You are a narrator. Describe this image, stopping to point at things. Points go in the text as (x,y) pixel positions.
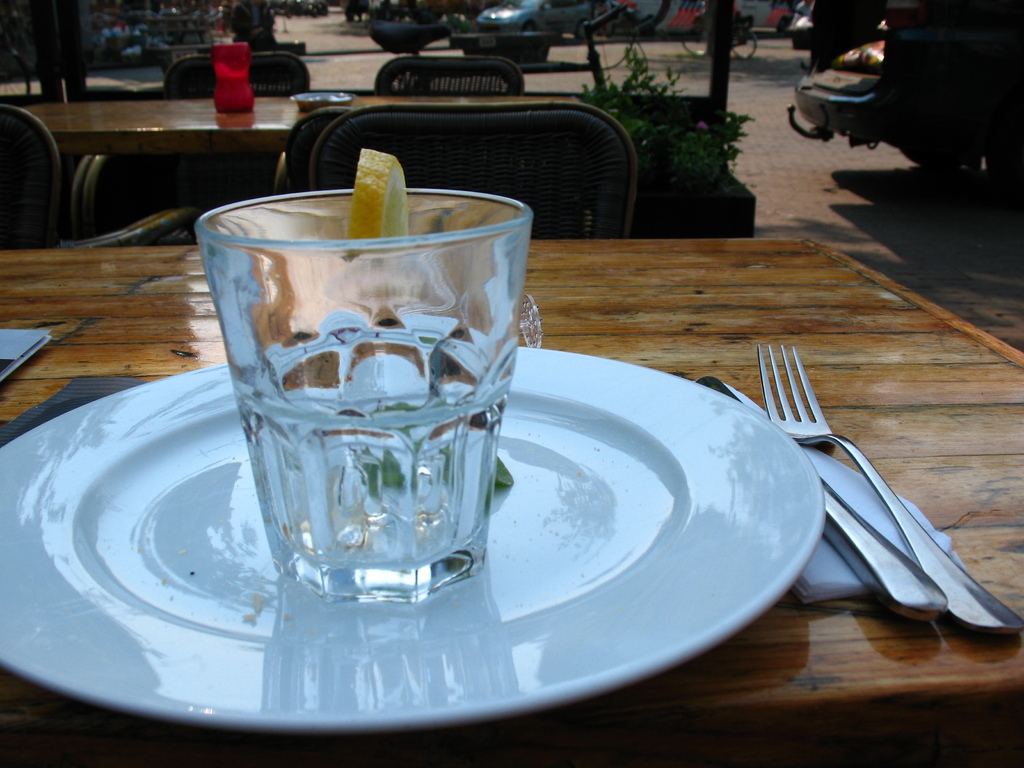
In this image there is a table (128,332) on which there is a plate (185,682) and the cup (368,406). Beside the plate (315,670) there are a fork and a knife (862,538). Beside the table (605,258) there is a chair (494,141). At the background (706,144) there is a bottle (232,69), bowl (346,95) and trees (691,147).
